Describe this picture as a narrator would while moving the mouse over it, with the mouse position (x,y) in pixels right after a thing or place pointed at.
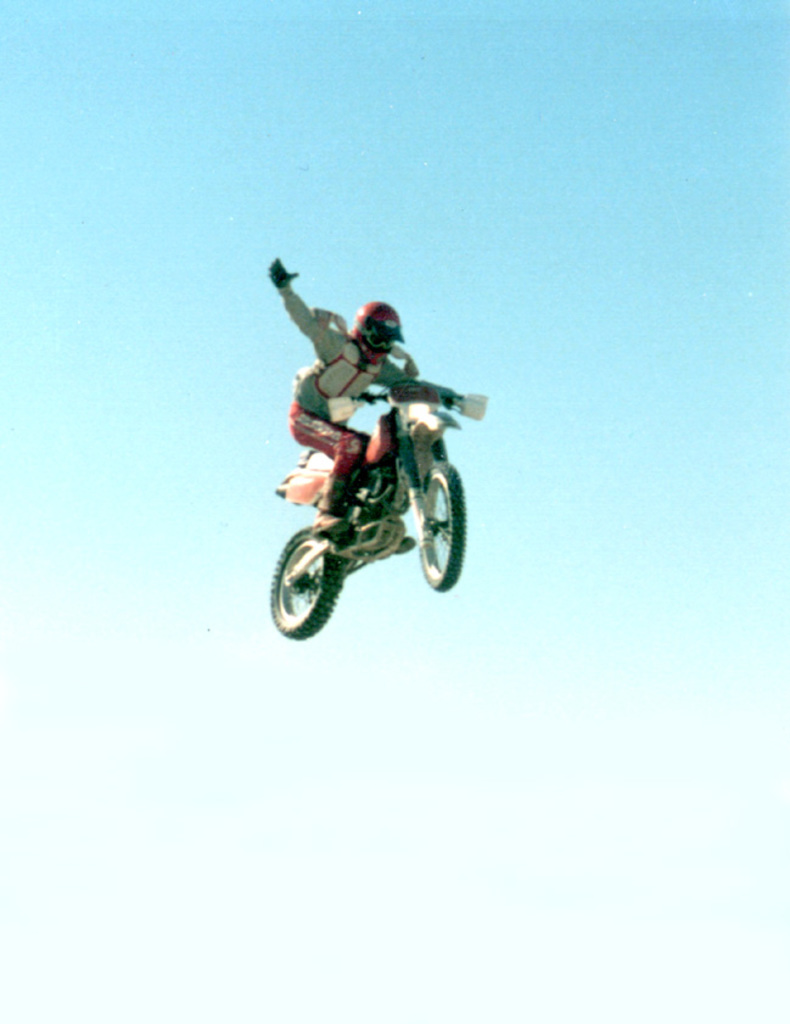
In this image there is a man (307,426) performing stunt on the bike (414,510) which is in the air (454,446).
